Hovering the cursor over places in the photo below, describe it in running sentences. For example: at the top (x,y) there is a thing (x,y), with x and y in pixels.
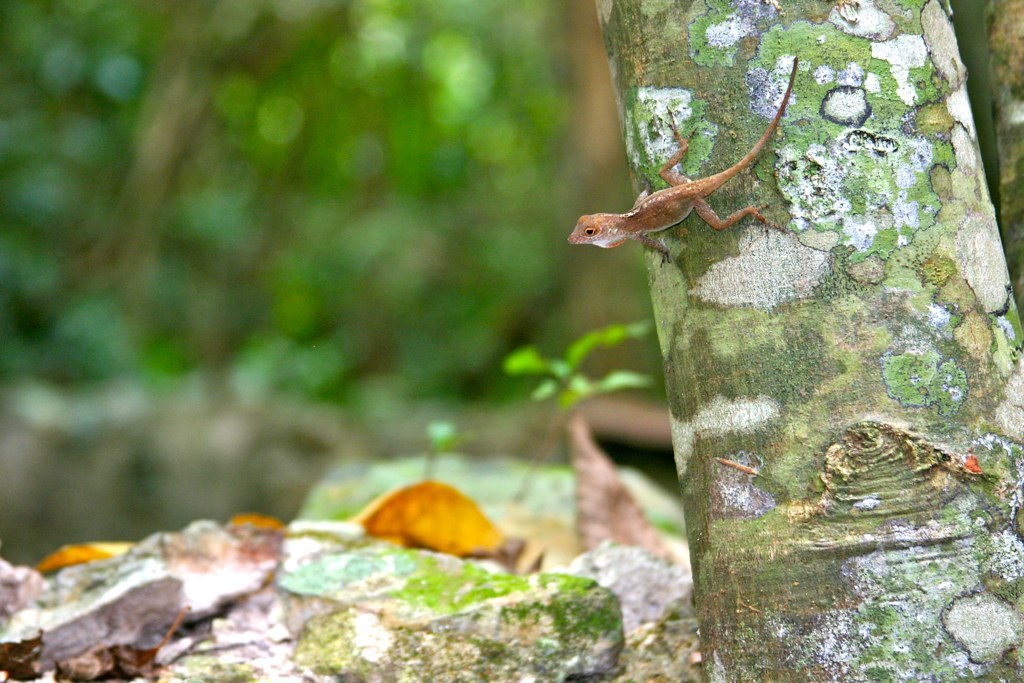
In this image we can see a lizard (709,210) on the trunk (856,235) of a tree (834,340), there are rocks (539,648), plants (276,374), and the background (301,401) is blurred.
